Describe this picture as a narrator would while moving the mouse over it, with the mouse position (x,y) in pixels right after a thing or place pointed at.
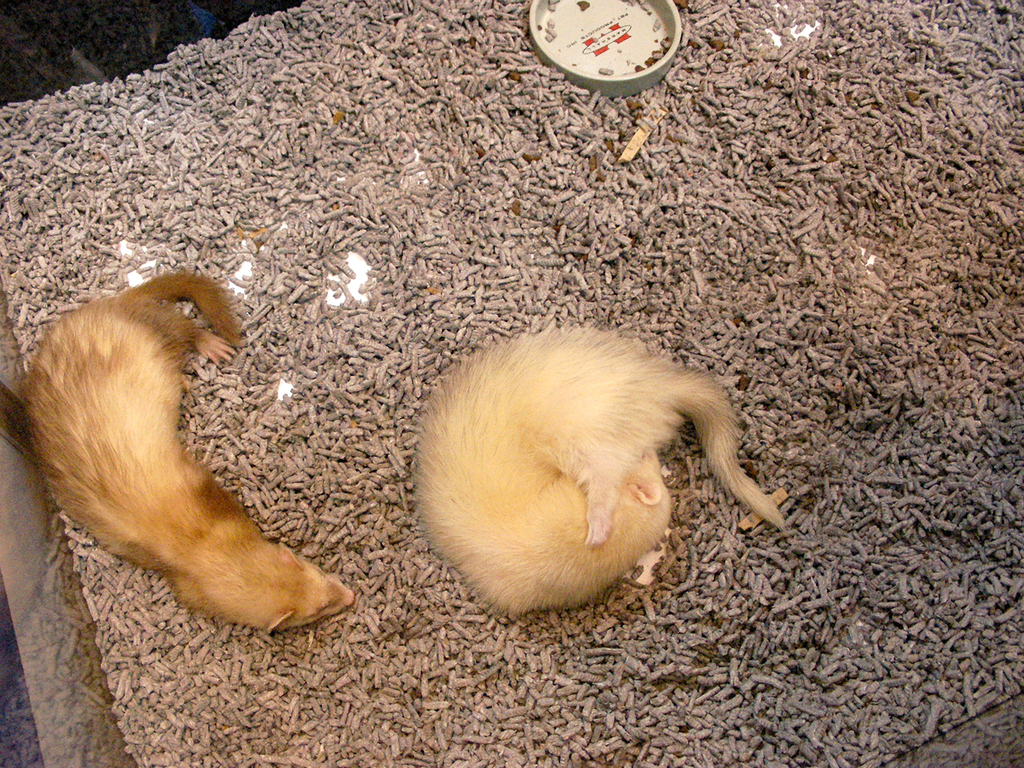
In this image there are two animals (450,442), there are objects (655,314) on the ground (421,319), there are objects (598,52) truncated towards the top of the image (553,41), there are objects (970,276) truncated towards the right of the image (939,266), there are object (249,743) truncated towards the bottom of the image (588,756), there are objects (175,752) truncated towards the left of the image (28,192).
